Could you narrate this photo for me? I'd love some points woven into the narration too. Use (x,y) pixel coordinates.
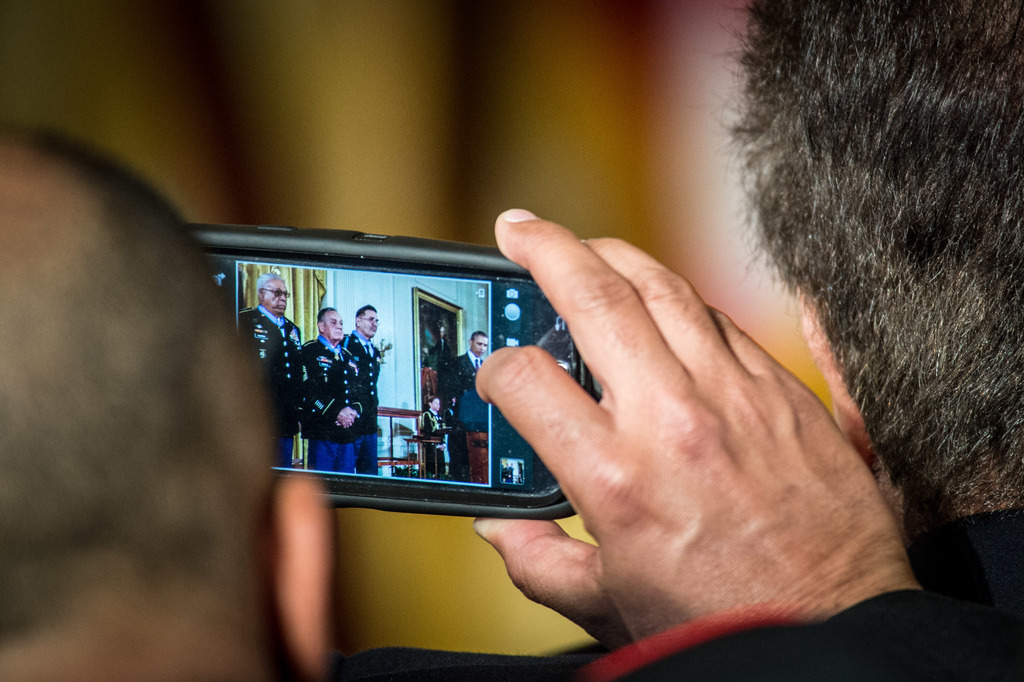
There is a man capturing Obama (458,431) and few other man's (355,394) in his mobile (431,451).
